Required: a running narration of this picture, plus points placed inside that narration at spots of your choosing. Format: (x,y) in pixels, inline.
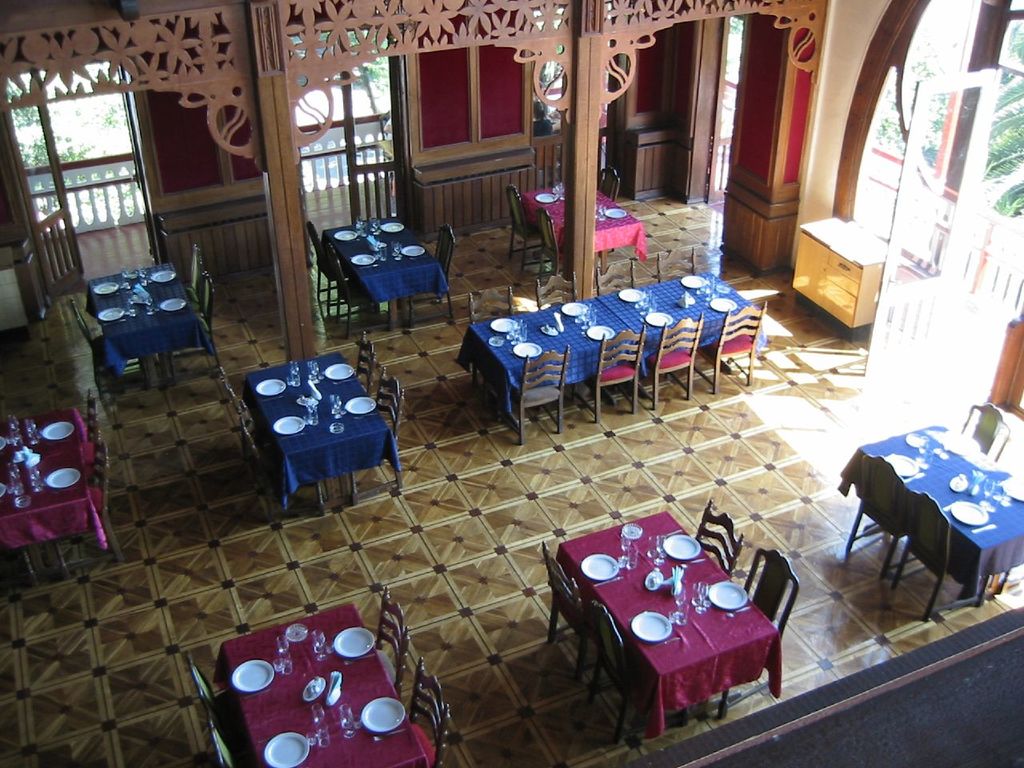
In this image we can see the top view of a room (507,245). In the room (209,137) we can see wooden grills (108,187), floor (129,519), chairs (248,428), tables (324,435), crockery (309,417), cutlery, cupboards (803,231) and walls (766,202).
